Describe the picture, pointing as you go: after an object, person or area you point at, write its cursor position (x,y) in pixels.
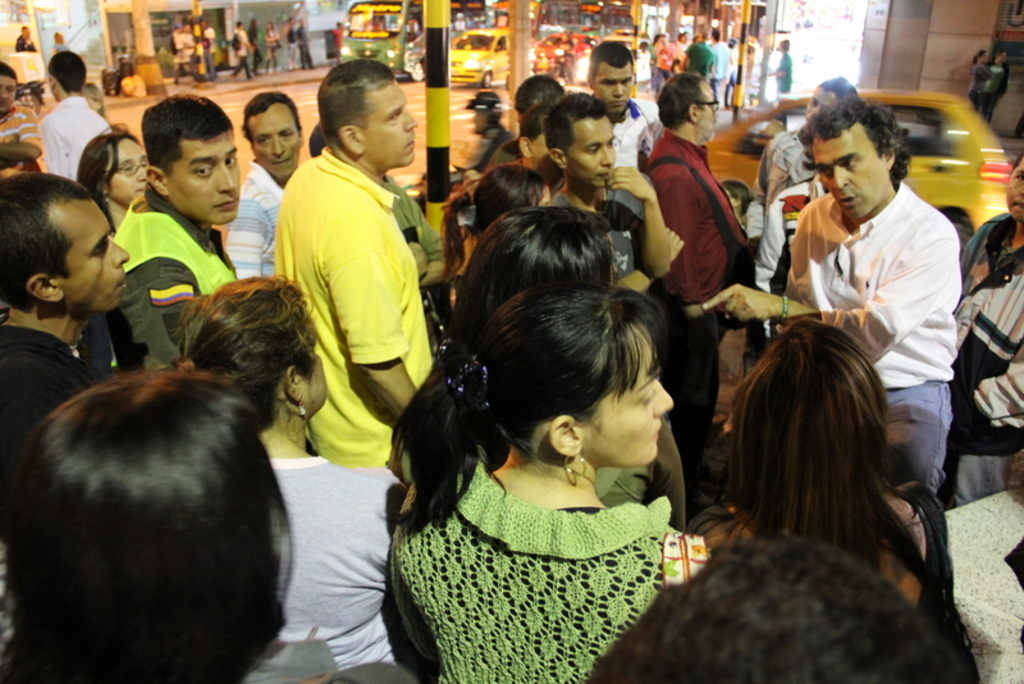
In this image, in the front (440,337) there are group of persons (695,293) standing. In the center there is a pole (445,98) and there is a car (958,184) which is yellow in colour moving. In the background (248,64) there are persons (240,35) walking, standing and there are buildings (328,15) and vehicles (551,32).
